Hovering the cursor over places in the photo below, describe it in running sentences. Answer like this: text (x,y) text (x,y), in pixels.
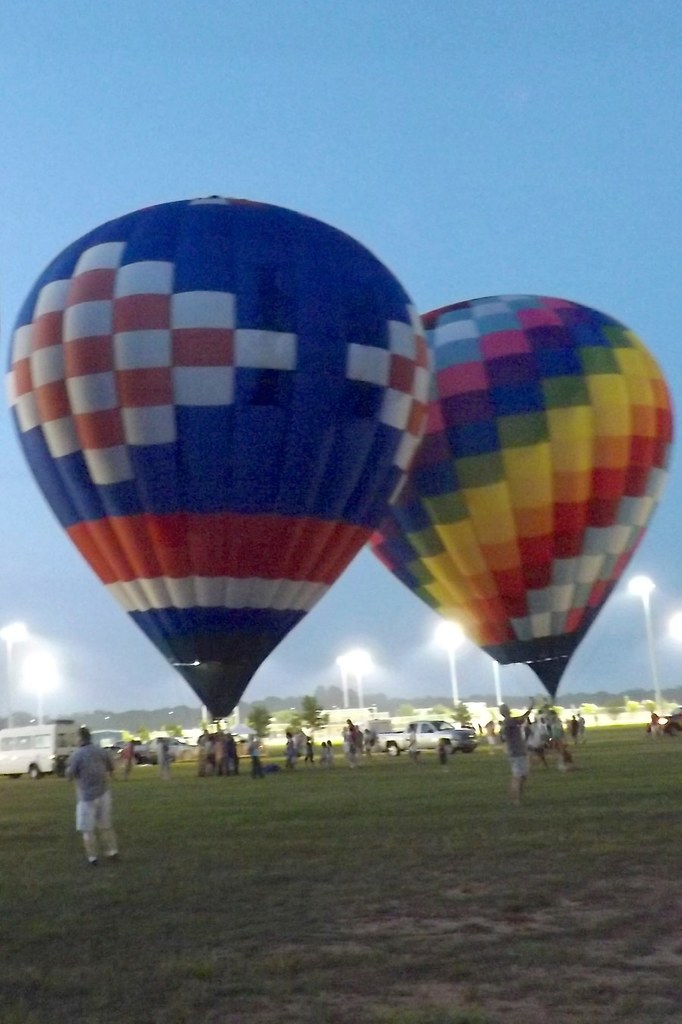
In this picture there are hot air balloons (286,437) in the center of the image (326,486) and there are people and cars (75,723) at the bottom side of the image (60,739), on the grassland (328,884).
